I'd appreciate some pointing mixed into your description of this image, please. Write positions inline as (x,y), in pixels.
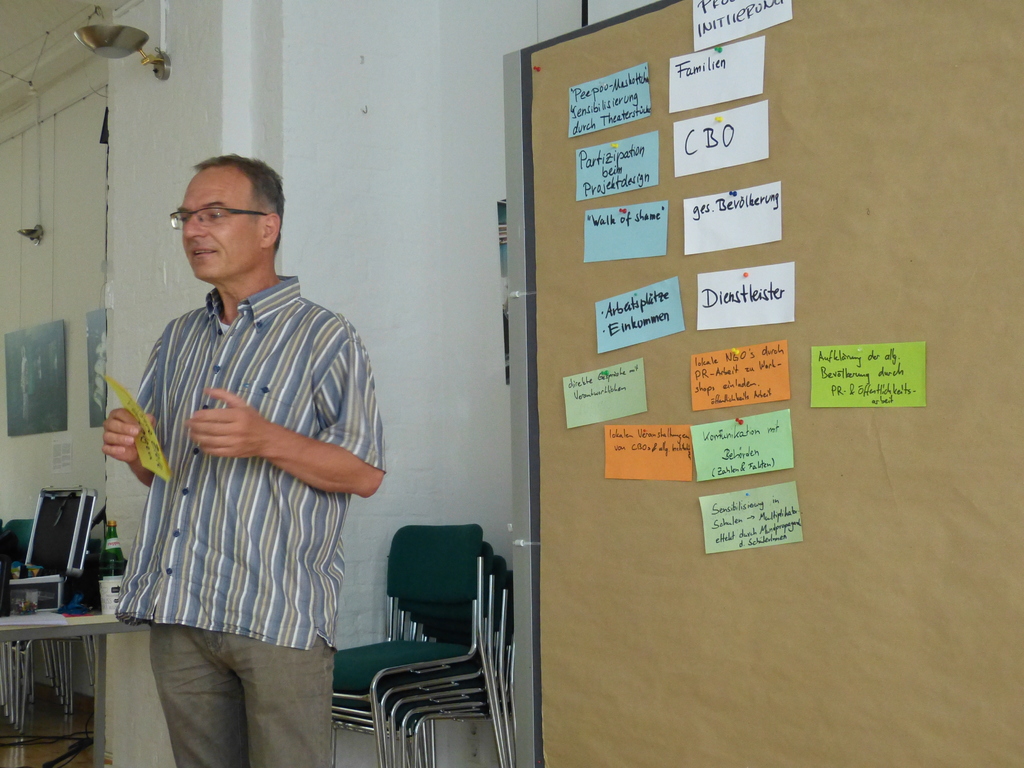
In the image there is a man (282,454) standing in front of a board (591,655) by holding some paper (153,424) and there are many stickers (700,217) attached to the board (559,253), on the left side (312,82) there are few chairs (467,597) and a wall (343,213). Behind the wall (452,28) there are some other items (86,543) placed on the table (43,620).
